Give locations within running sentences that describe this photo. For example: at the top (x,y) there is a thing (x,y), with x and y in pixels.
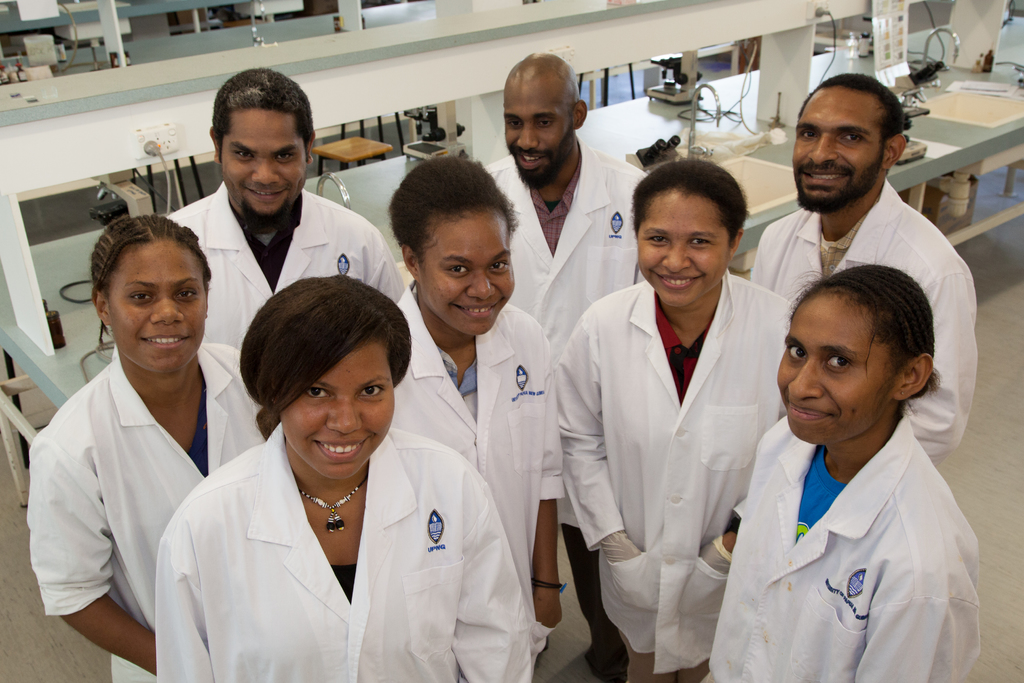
This is the picture of a place where we have some people (334,523) wearing white aprons (492,479) and behind there are some desk (629,147) on which there are some things (96,352) placed.
